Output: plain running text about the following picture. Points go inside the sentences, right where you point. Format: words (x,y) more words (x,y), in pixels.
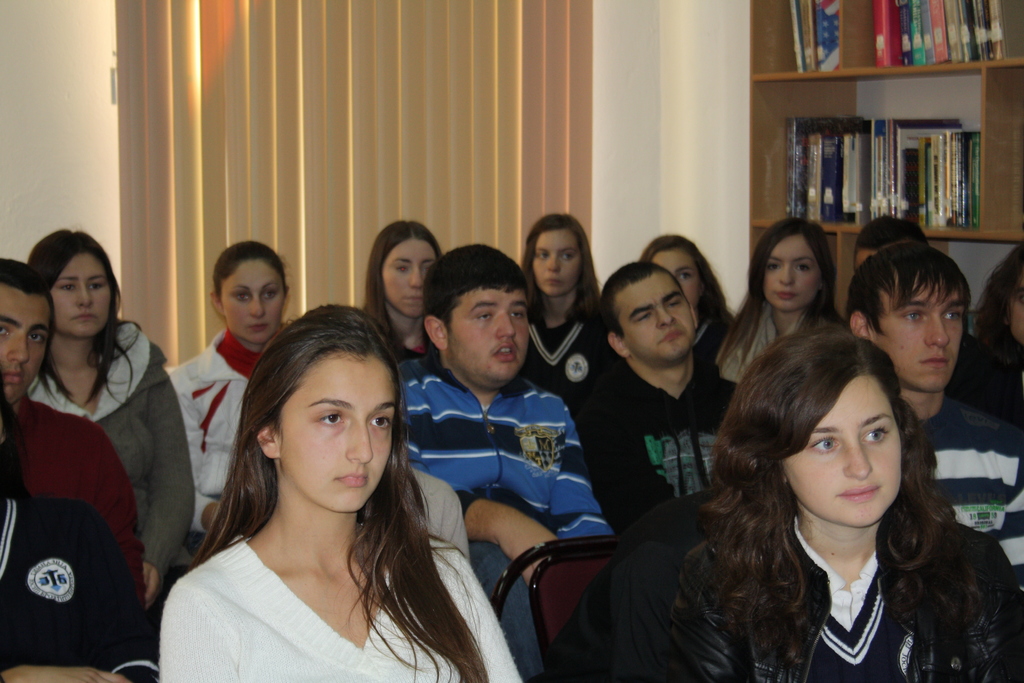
In the foreground of this image (568,573), there are persons (141,425) sitting on the chairs (564,567). In the background (880,90), there is a rack (831,96) with books (823,150) in it, a window blind (377,155) and a wall (50,109).
